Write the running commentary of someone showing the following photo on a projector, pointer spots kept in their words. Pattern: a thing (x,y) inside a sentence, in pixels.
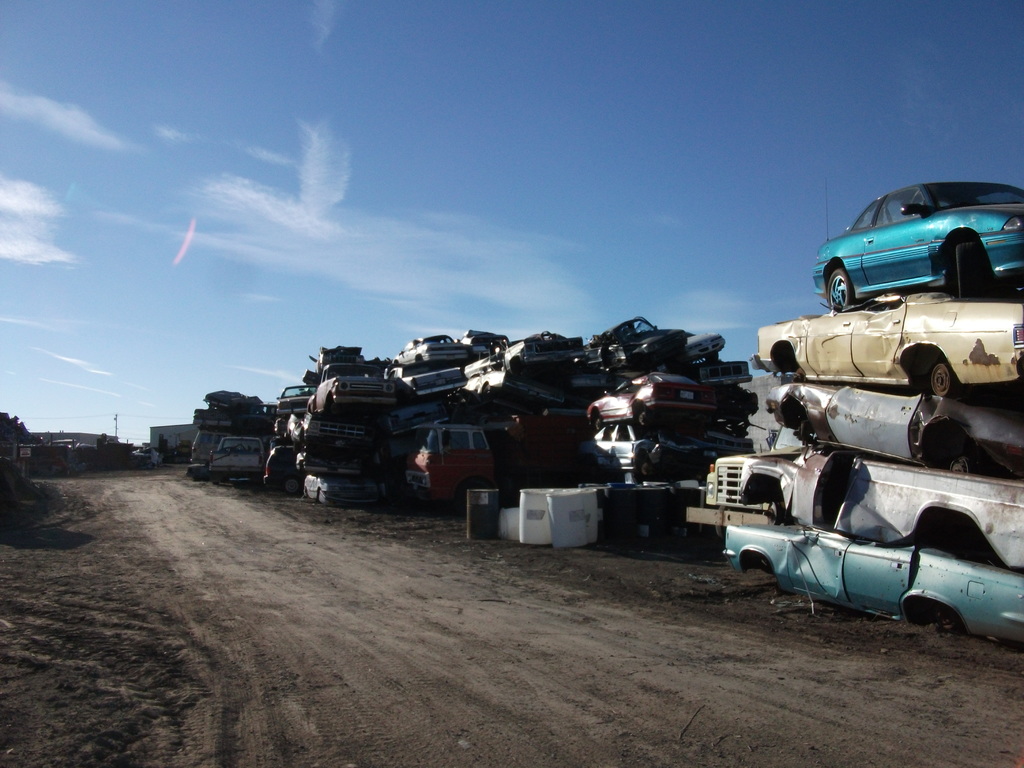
In this image I can see a road (348,551), on the road (355,562) I can see group of cars (627,456), some containers (593,506) visible at the top (109,198) there is the sky (392,178) visible.
